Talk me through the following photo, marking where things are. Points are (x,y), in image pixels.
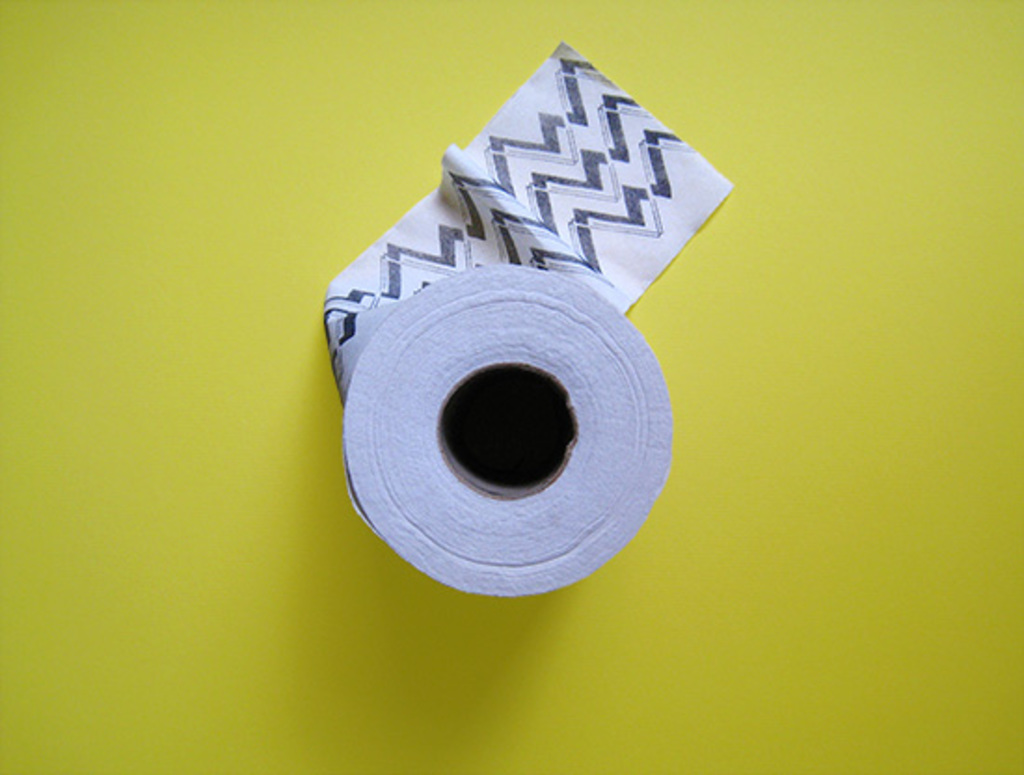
In the center of the image (437,321) there is a tissue paper (467,319) placed on the table (248,662).
